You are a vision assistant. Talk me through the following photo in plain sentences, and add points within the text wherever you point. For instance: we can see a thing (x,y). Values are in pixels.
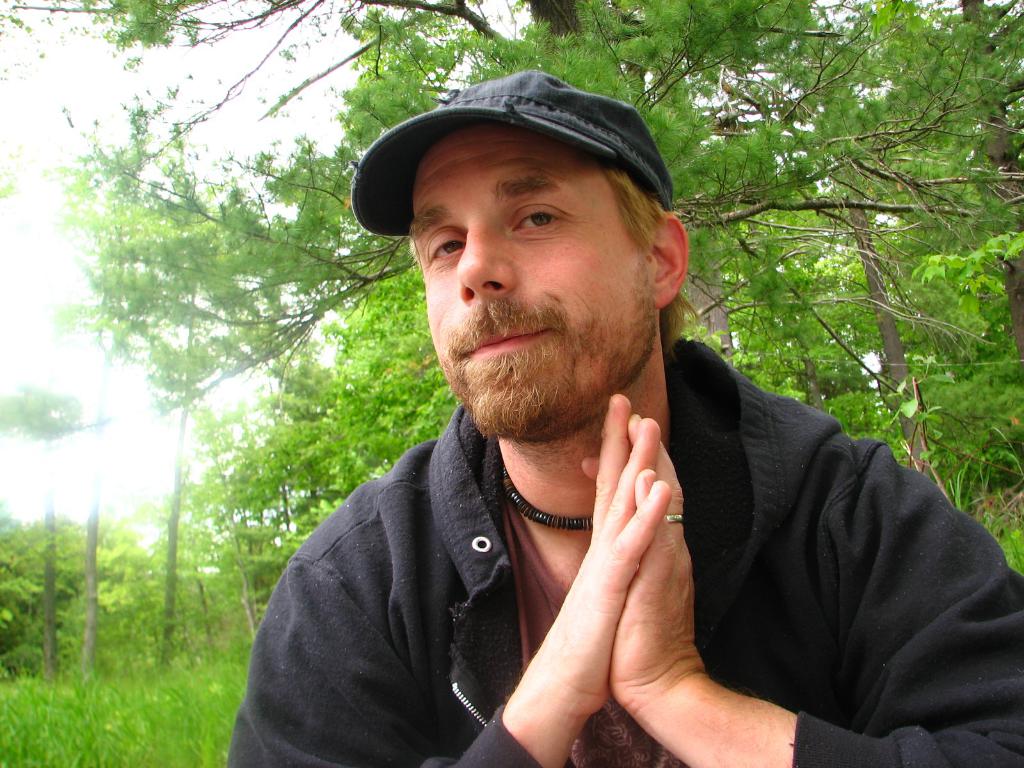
In front of the picture, we see the man (547,591) in the black jacket (483,591) is smiling and he is posing for the photo. He is wearing a black cap (571,130). In the background (276,448), we see the trees (291,404). At the bottom (168,715), we see the grass (167,689). On the left side (6,320), we see the sky (50,447).
